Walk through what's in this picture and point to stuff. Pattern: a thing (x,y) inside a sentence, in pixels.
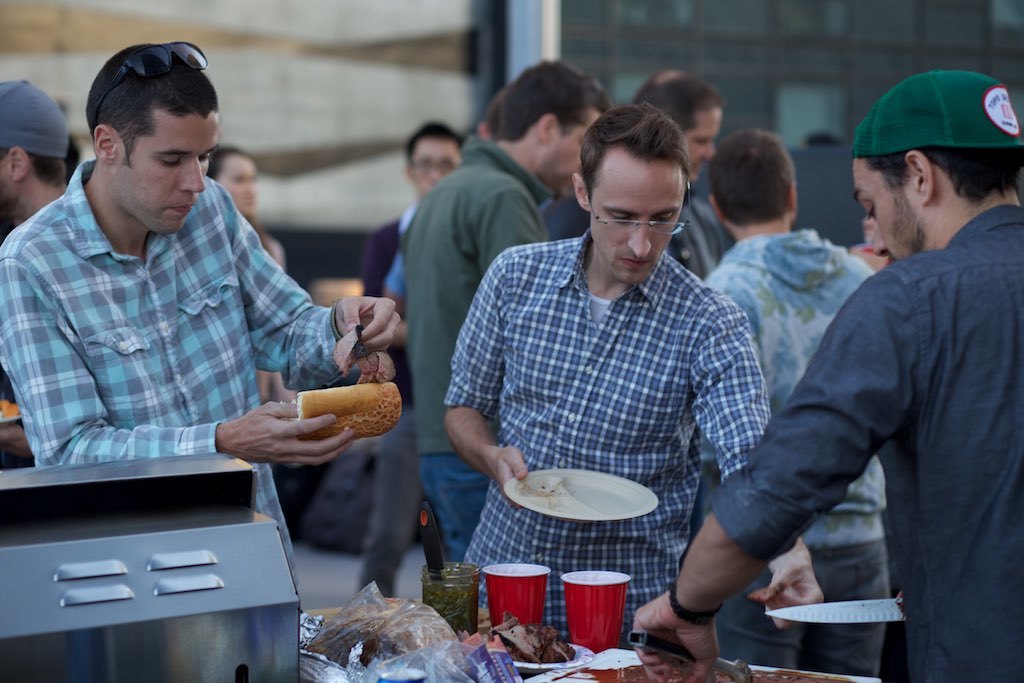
This image consists of so many persons (560,433) in the middle (560,433). There are some eatables (430,625) at the bottom (497,632). There are covers (358,651) and glasses (588,618). There are some persons (146,283) who are eating.
